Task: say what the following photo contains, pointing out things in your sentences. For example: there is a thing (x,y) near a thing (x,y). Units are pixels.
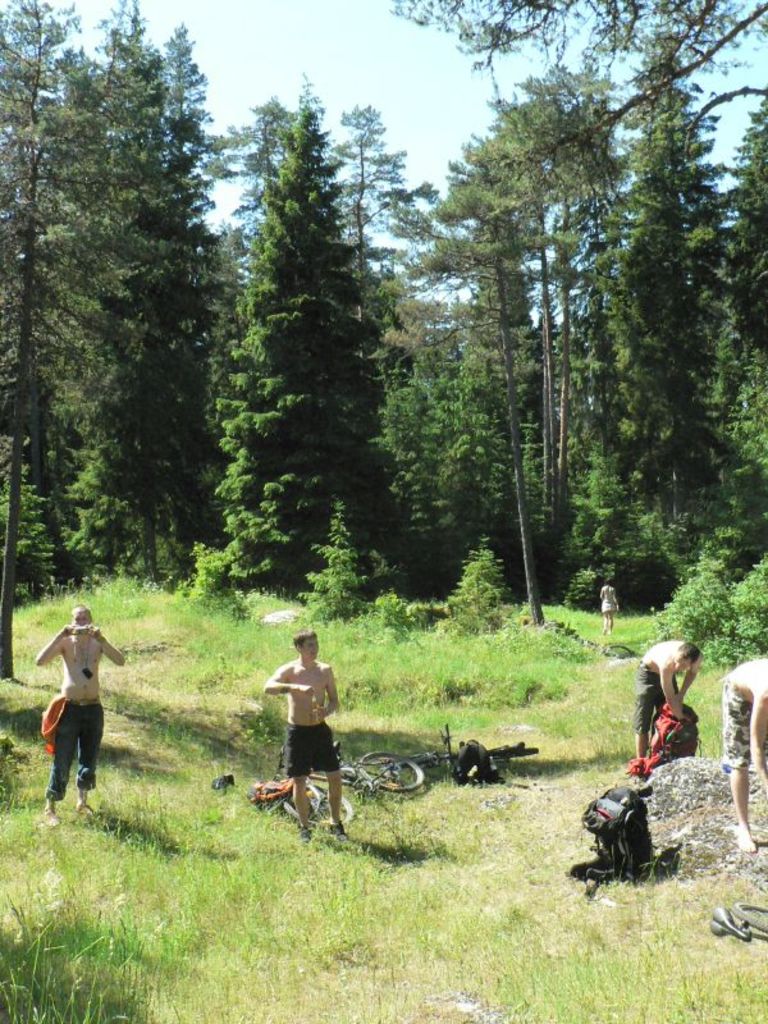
There are four men (640,694) standing. These are the bicycles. These look like backpack bags (607,855). Here is the grass (432,684). These are the trees (413,413) and plants (242,604). These look like the rocks (664,771). I can see a person (609,626) walking.
